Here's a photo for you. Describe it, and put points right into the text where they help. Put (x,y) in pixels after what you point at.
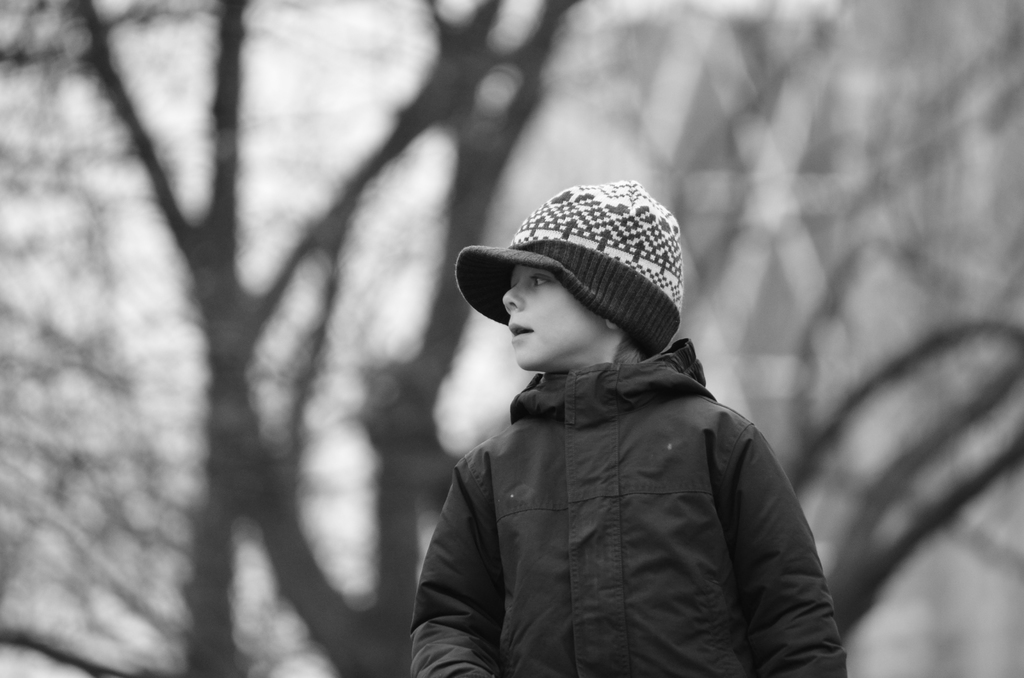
In the center of the image (552,369) a boy (540,388) is standing and wearing a hat (498,259). In the background of the image (452,265) trees (427,339) are there.
